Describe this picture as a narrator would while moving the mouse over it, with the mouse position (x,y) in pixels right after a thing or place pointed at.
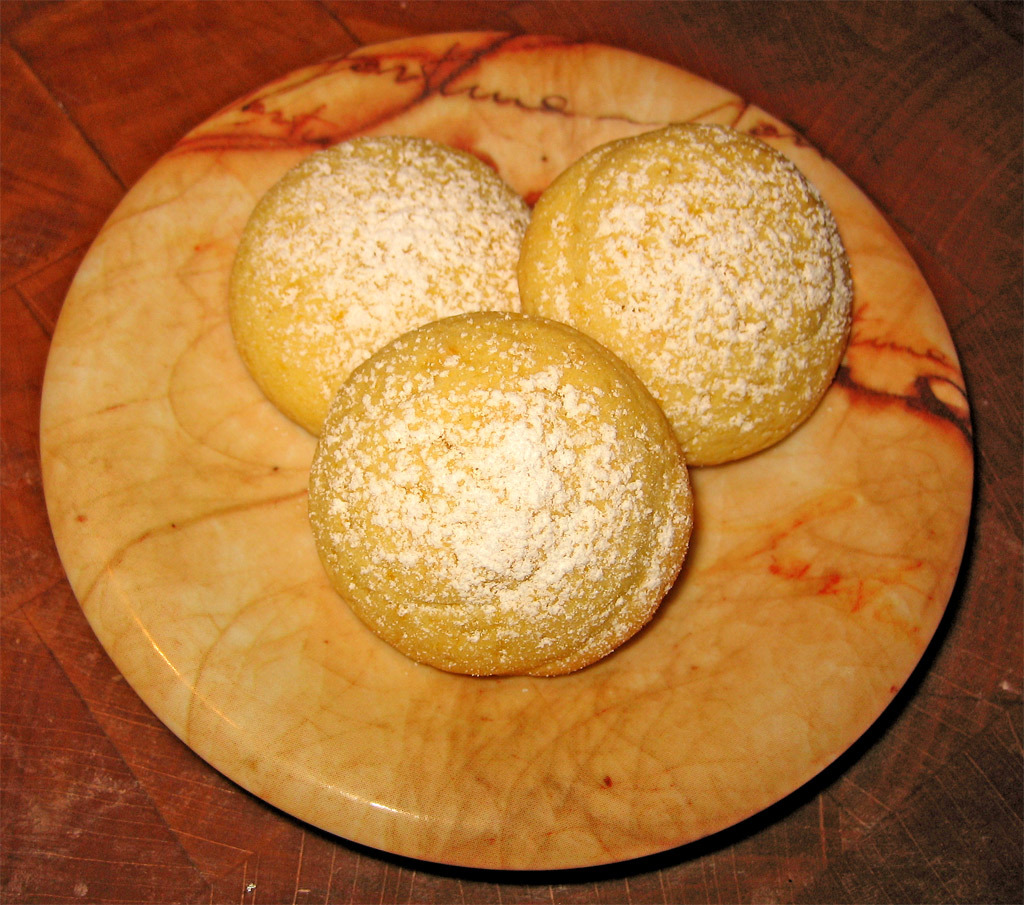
In this image there are three buns (487,376) placed in a plate (615,678) on the top of the table (882,74).
